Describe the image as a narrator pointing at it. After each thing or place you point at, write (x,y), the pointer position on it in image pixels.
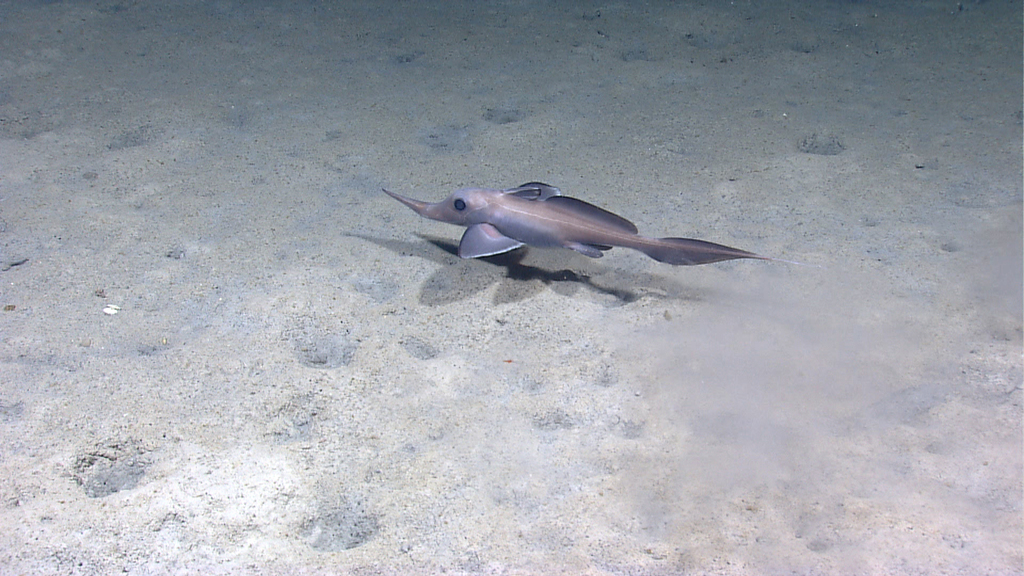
In this image I can see a fish (480,233) in the water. At the bottom (406,459) I can see the mud (229,394).
